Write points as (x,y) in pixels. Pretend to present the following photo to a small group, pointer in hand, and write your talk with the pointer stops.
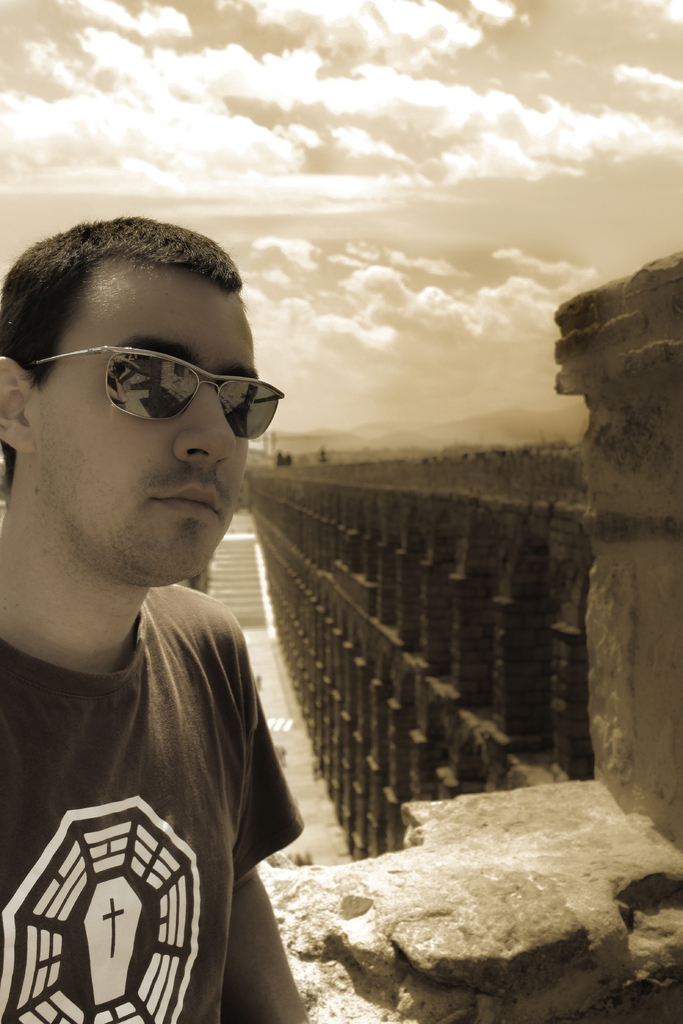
In this image in front (11,829) there is a person (208,616). Behind him there are stairs (237,576). On the right side of the image (627,649) there is a wall (516,472). In the background of the image (409,222) there are clouds (377,300).
